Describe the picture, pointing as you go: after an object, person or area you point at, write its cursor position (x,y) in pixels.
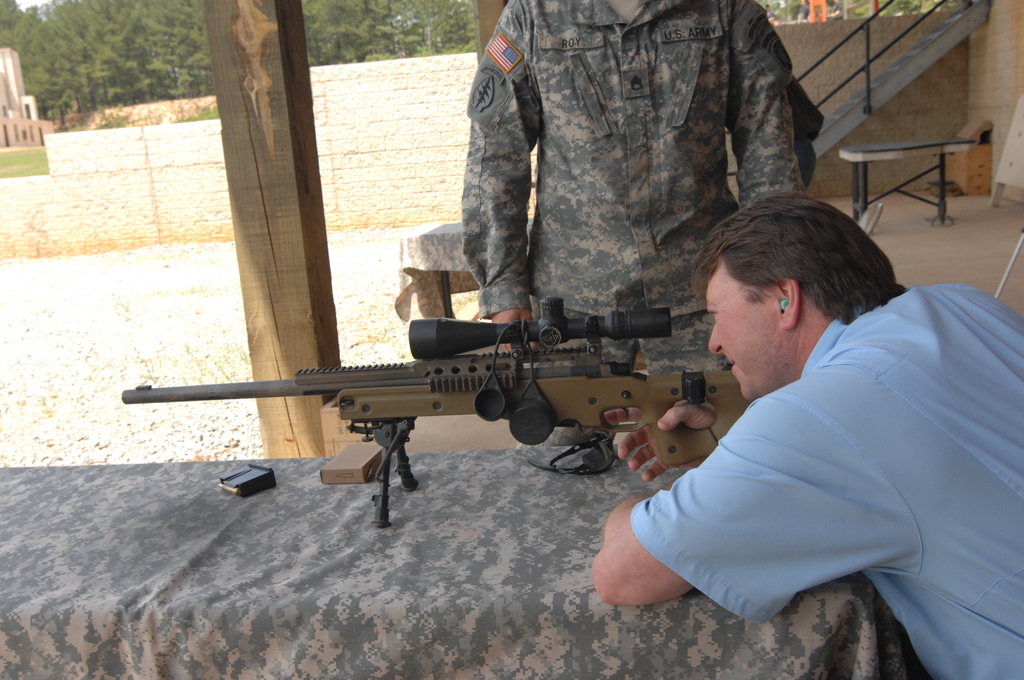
A man (843,387) is holding gun (500,412) another man (648,277) is standing, these are trees (137,35), this is table (923,150).
